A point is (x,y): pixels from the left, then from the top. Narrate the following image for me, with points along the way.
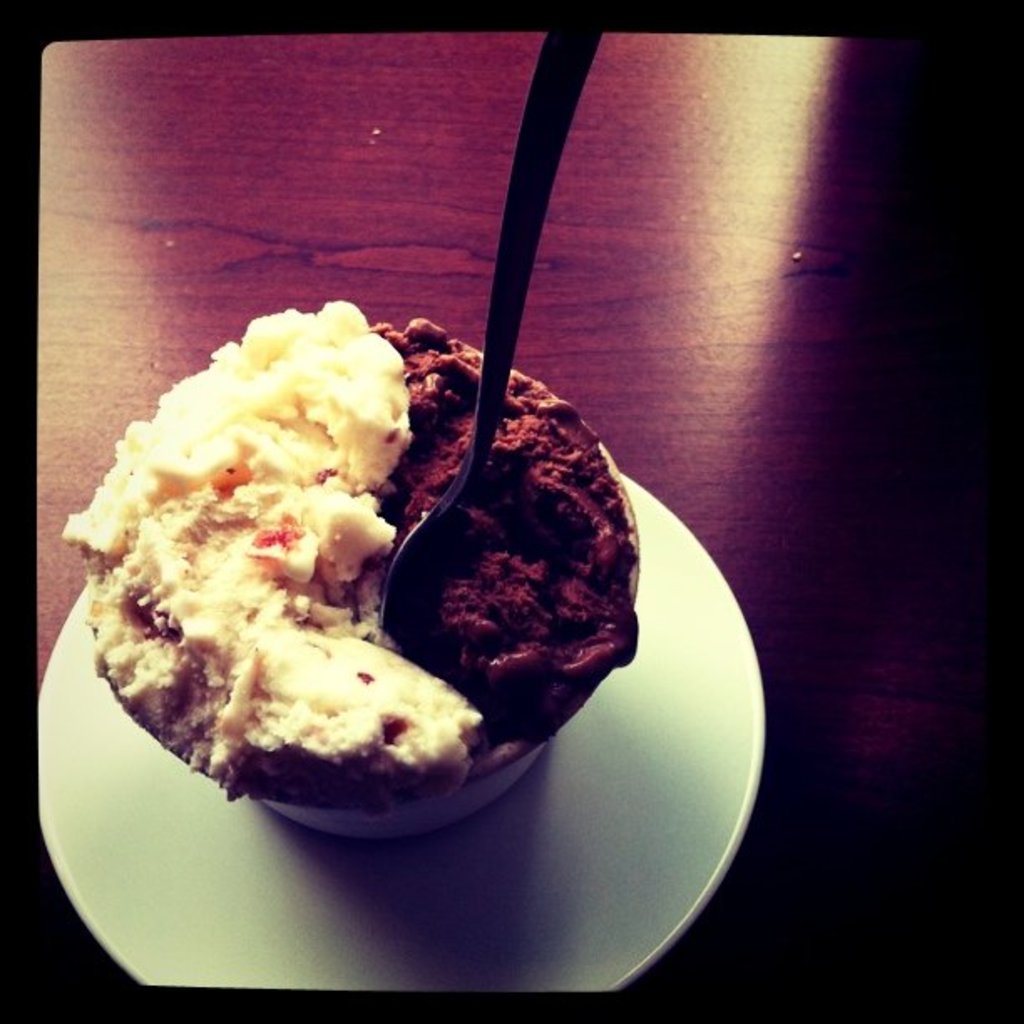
In this image we can see ice cream (359,663) which is in the cup (404,827) and is of two different colors brown and cream color and the cup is in the plate (328,848) and there is a spoon (505,336) in the ice cream (360,553).
